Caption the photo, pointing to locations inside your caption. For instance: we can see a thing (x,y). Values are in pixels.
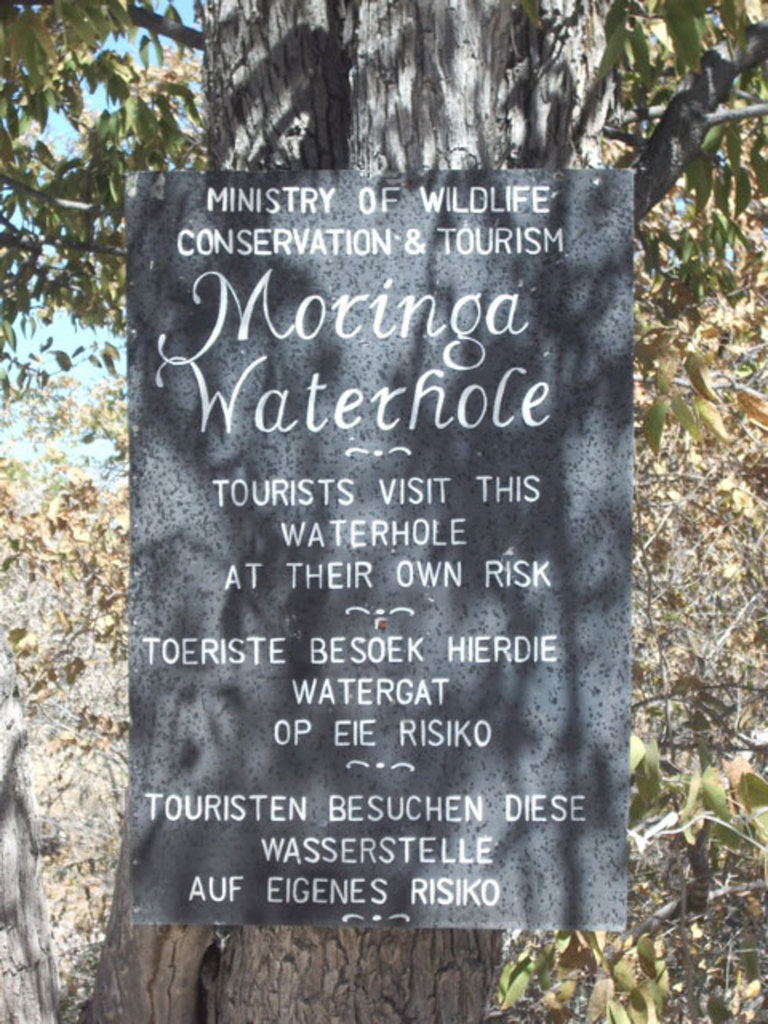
In the center of the image (303,493) there is a board (287,597). In the background (283,108) there are trees (279,125) and sky (68,347).
